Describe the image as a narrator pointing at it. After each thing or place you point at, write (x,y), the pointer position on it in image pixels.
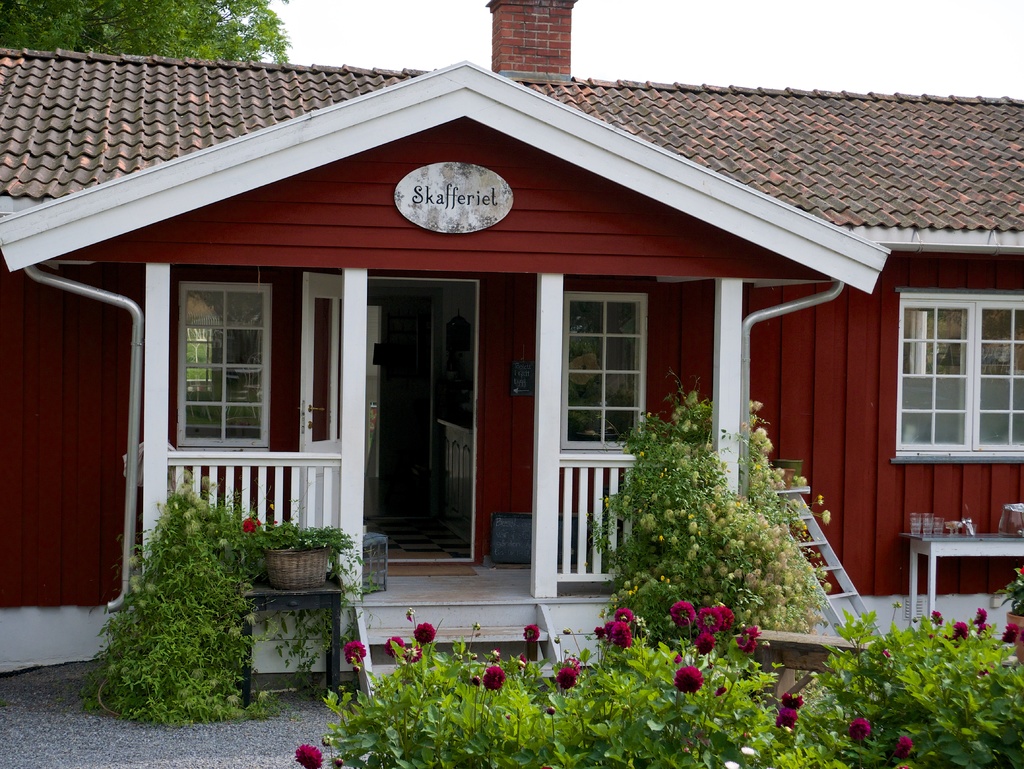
This is the front view of a house (294,343), we can see the porch (357,493), open door entrance (419,385), beside the door (409,386) there are glass windows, in front of the porch (444,591) there are stairs (464,625) and there are flowers (499,665) on the plants (848,704), behind the house (213,91) there is a tree (197,37).
